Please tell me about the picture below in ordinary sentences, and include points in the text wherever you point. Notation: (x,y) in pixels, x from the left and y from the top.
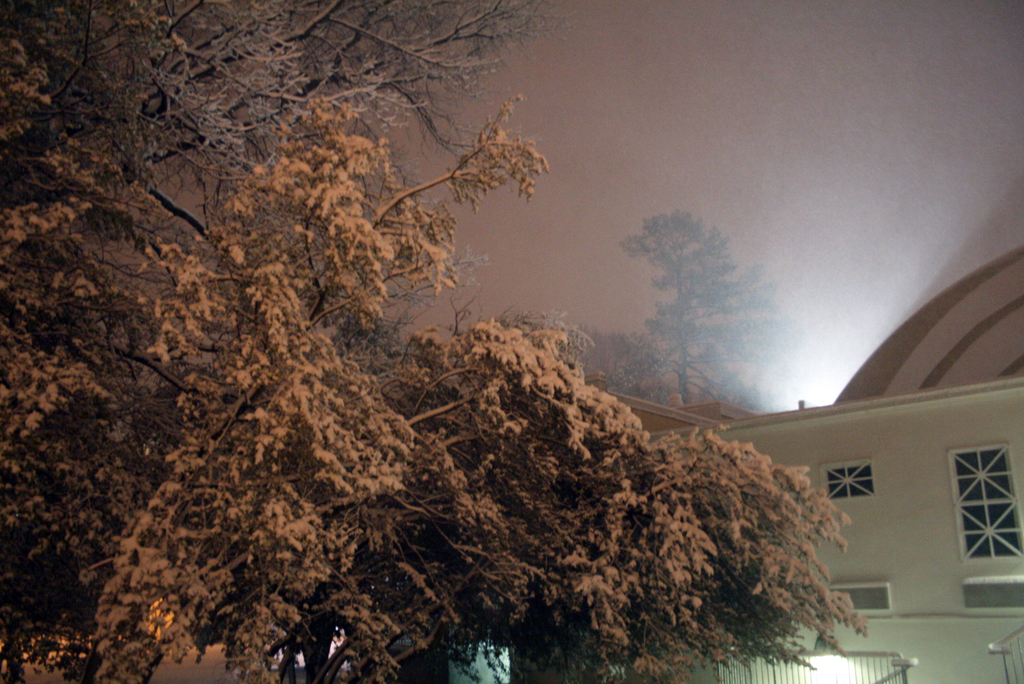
In this picture we can see trees (281,529), building (906,506) and we can see sky (566,252) in the background (558,238).
